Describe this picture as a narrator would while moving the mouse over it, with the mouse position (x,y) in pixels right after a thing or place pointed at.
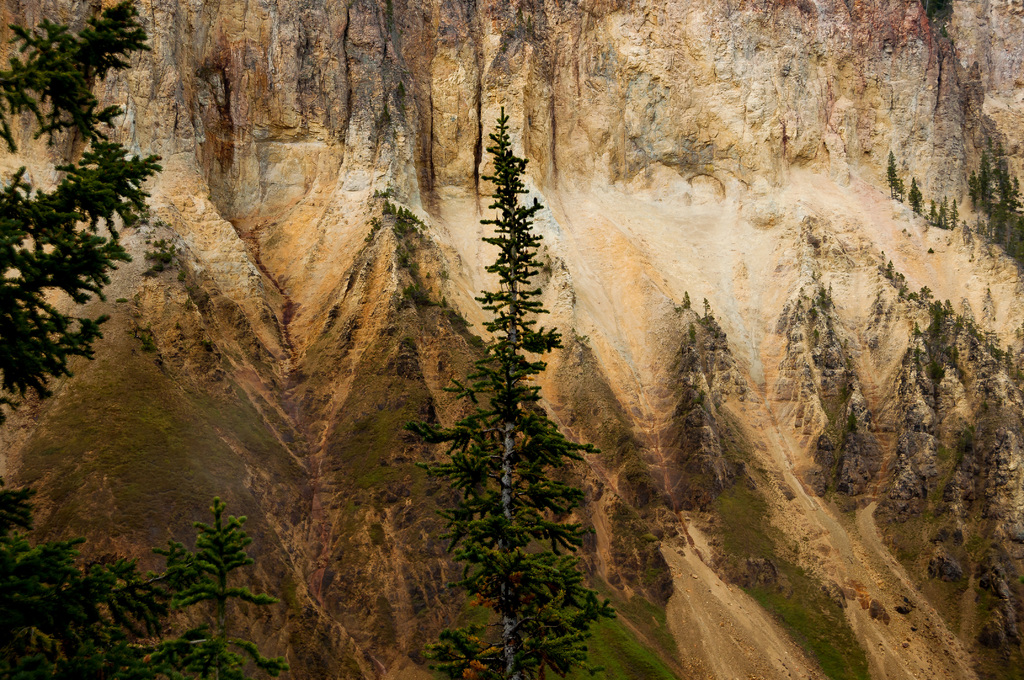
In this image there are trees (39,328). In the background (978,481) there is a rock (607,161).
